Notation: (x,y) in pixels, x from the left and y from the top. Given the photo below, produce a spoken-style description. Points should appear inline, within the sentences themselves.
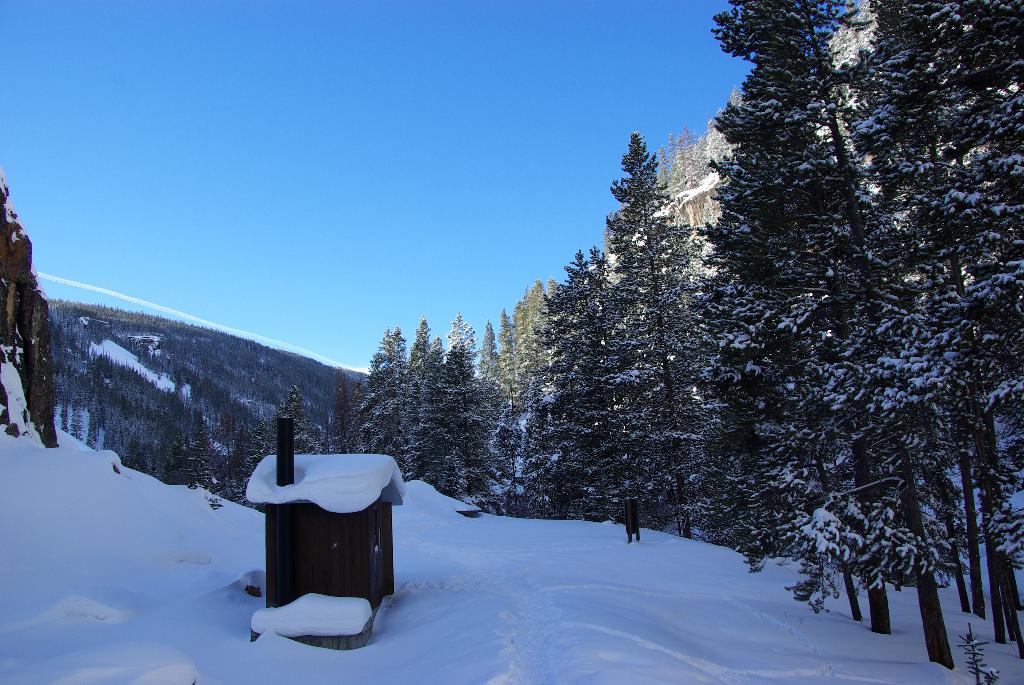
In the picture I can see snow (138,599), there are some trees (429,410) and in the background of the picture (223,409) there is mountain (232,348) and there is clear sky (315,184).
